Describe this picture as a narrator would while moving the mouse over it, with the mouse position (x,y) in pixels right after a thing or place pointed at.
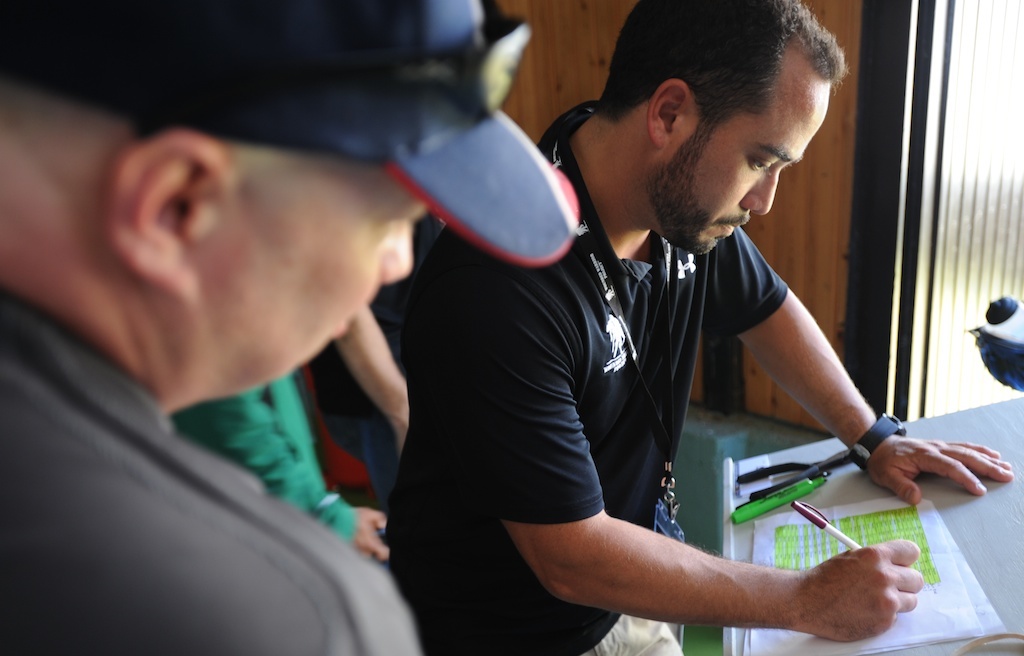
In this image I can see there are few persons (701,219) visible and I can see a person (696,209) writing on paper (937,570) kept his hand (948,459) on the stand (976,521), in the stand (971,541) I can see pens (801,484) and I can see the wall (812,226) on the right side (949,197).
